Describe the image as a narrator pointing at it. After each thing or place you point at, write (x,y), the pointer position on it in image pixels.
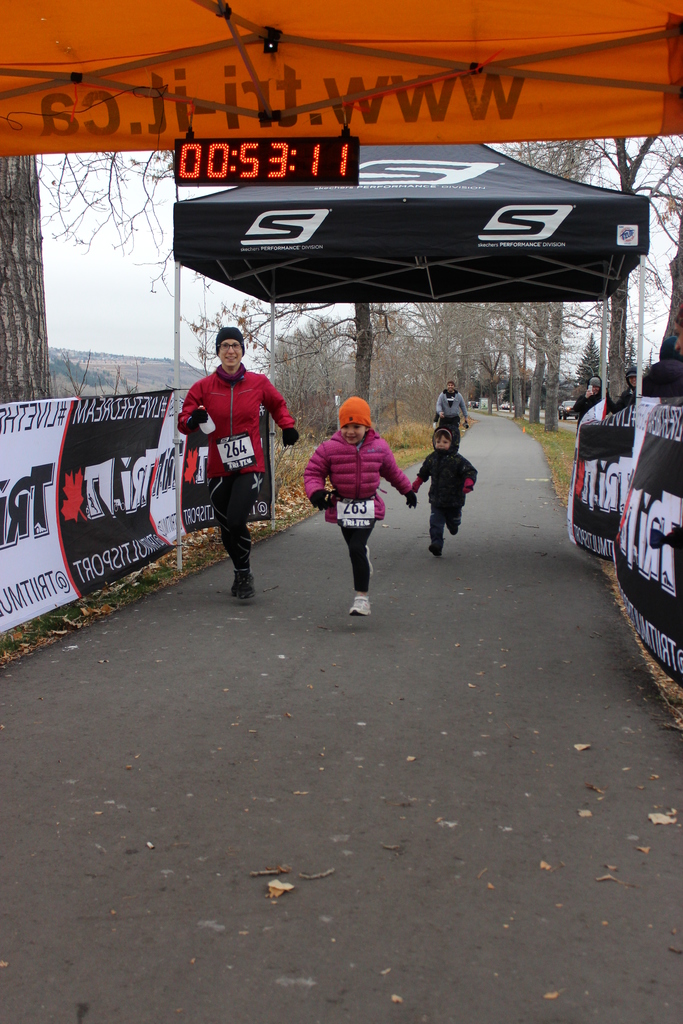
In the center of the image (363,490) there are persons (372,454) running on the road (354,624). On the right side of the image (682,473) we can see trees (543,402), persons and banners (606,486). On the left side of the image (7,454) we can see banners (96,445), trees (38,247) and hill (94,374). In the background (486,312) there are trees (416,393), persons (448,402) and sky (94,198).
